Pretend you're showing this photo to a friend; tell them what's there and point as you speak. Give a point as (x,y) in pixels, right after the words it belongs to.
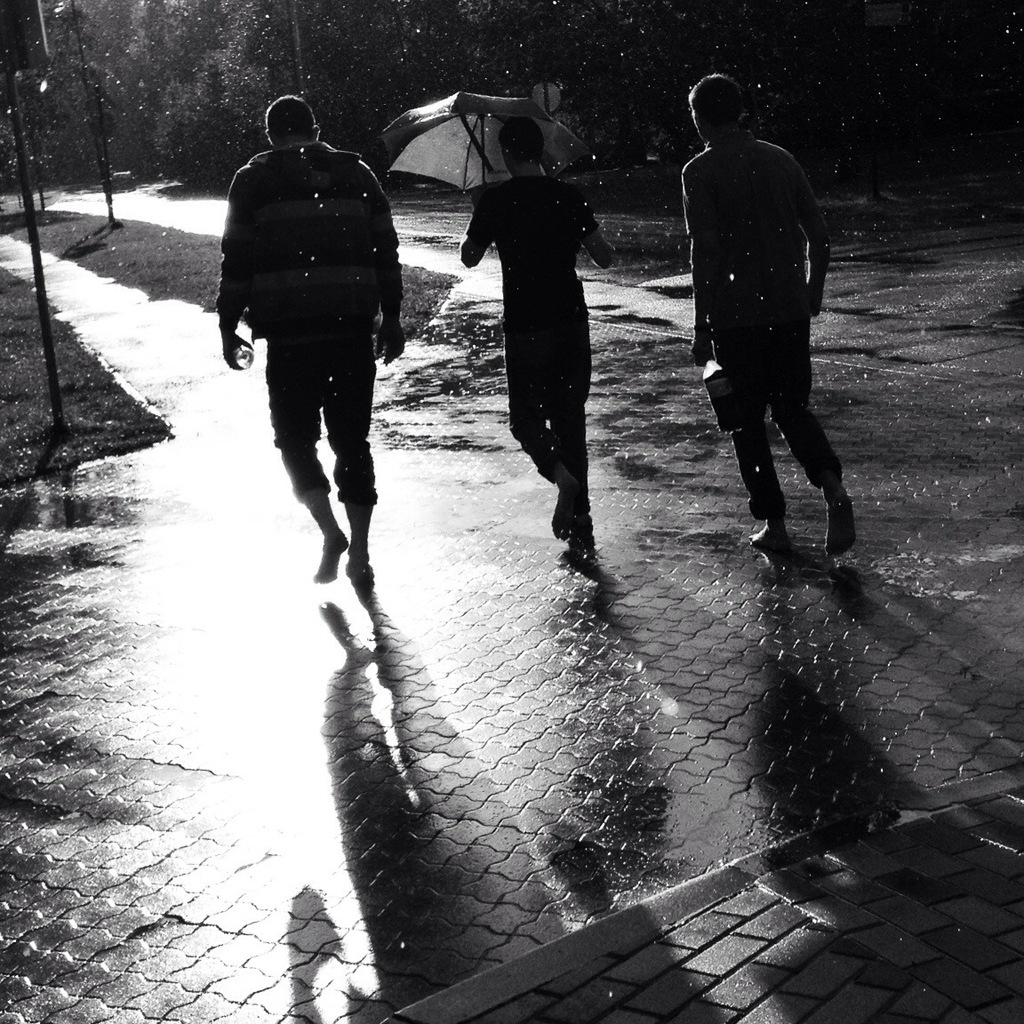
This is black and white picture, in this picture there are people (254,313) walking, among them there is a person (509,163) holding an umbrella (468,142) and we can see grass (20,352) and poles (19,71). In the background of the image (479,81) we can see trees (33,107) and board (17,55).
